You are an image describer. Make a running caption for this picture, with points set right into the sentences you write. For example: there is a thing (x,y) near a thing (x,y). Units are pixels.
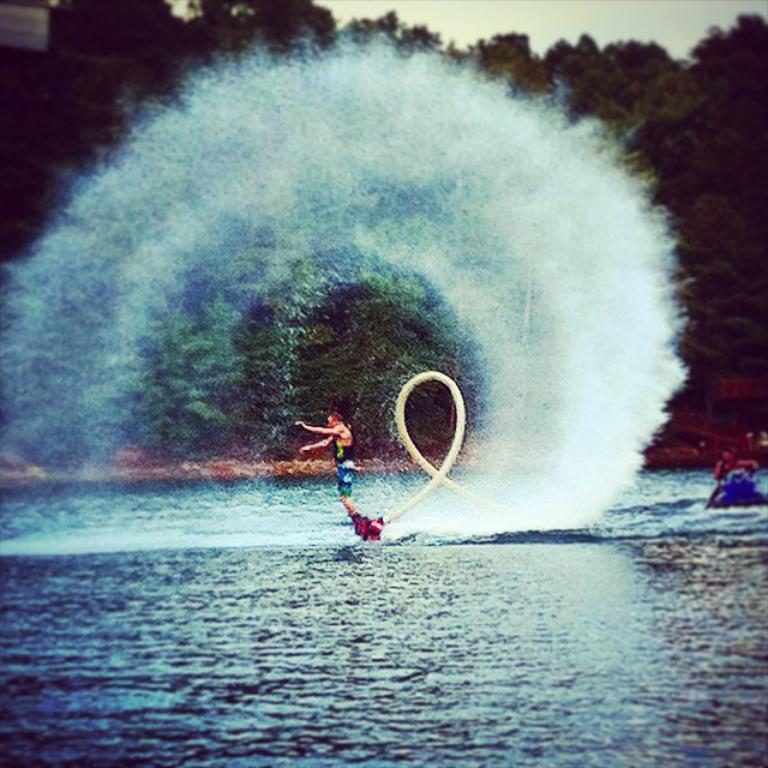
In this image there is a person (341,497) on a flyboard (372,524). In the right (737,490) there is another person (741,464) on jet ski (732,483). In the background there are trees (451,417). In the foreground (391,600) there is water (377,678).
